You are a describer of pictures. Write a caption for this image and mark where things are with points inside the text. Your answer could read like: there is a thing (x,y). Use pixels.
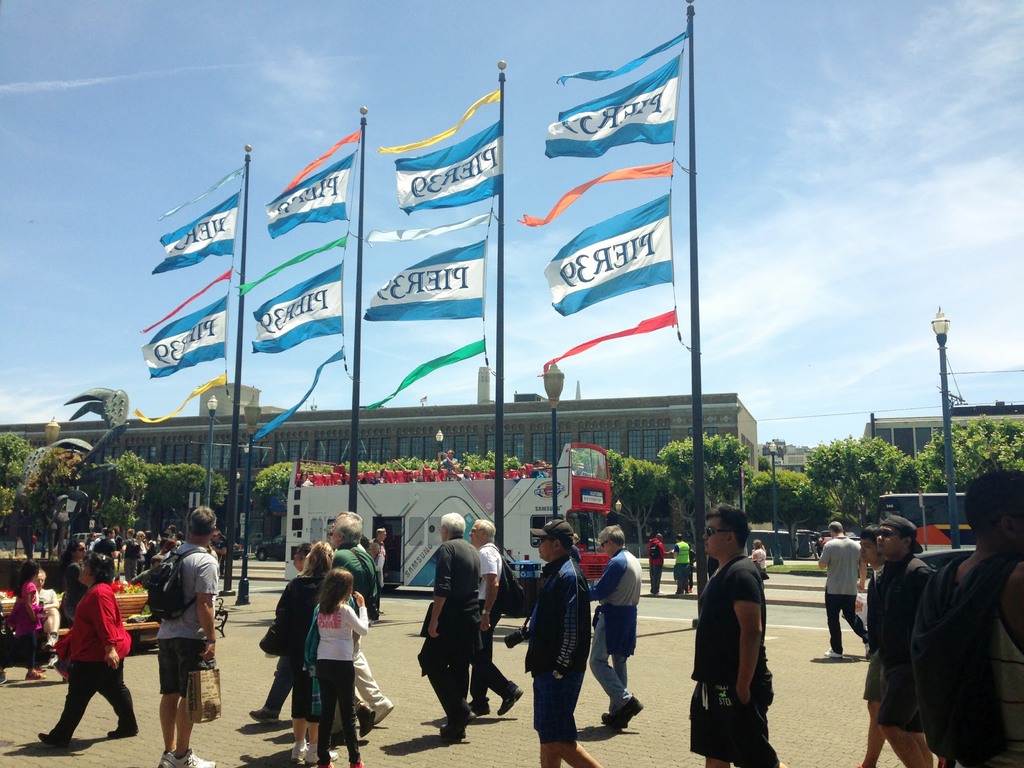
In this picture, we can see there are groups of people (297,588) walking on the path (243,756) and a person (46,614) is sitting on a bench (57,630). In front of the people (329,600) there are poles (358,239) with flags (432,306), lights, a vehicle (450,500) parked on the road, buildings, trees (712,466) and sky (810,345).
